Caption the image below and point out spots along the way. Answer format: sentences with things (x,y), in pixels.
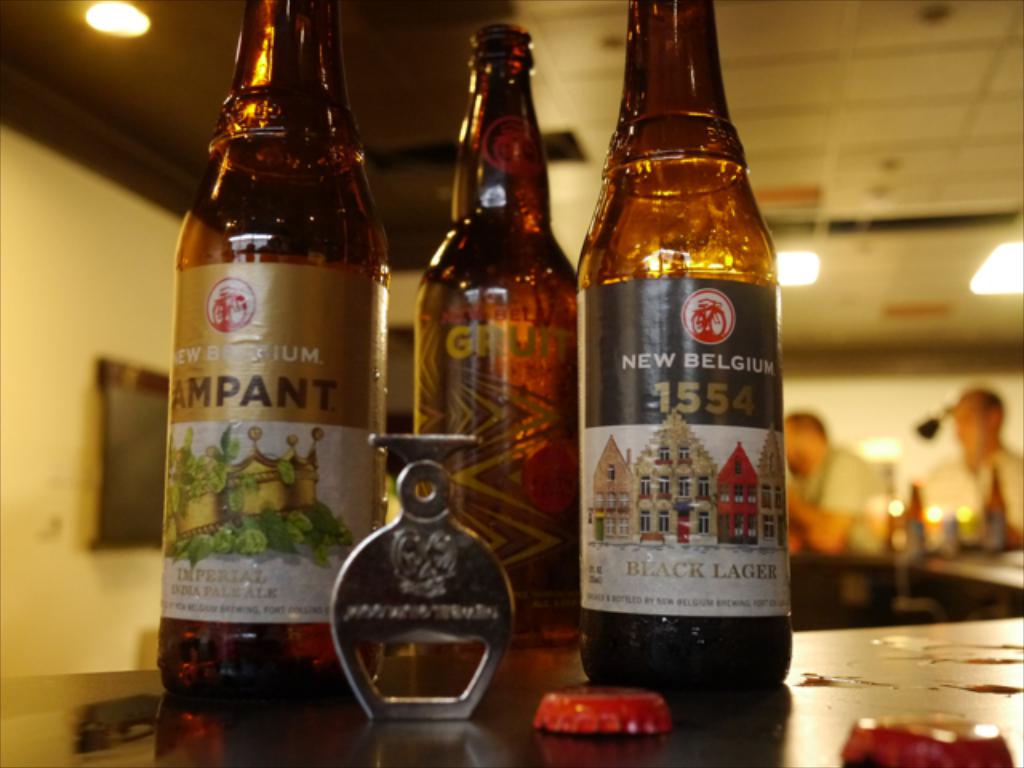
In front of this picture, we see three alcohol bottles (559,390) which are placed on the table (440,748). Beside that on the right corner of the picture (843,529), we see two men (842,483) sitting on chair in front of the table (976,554). In the left corner of the picture (159,403), we see a black board (124,466) on a white wall (33,295) and above the picture, we see the ceiling (911,95) of that room (897,83).
